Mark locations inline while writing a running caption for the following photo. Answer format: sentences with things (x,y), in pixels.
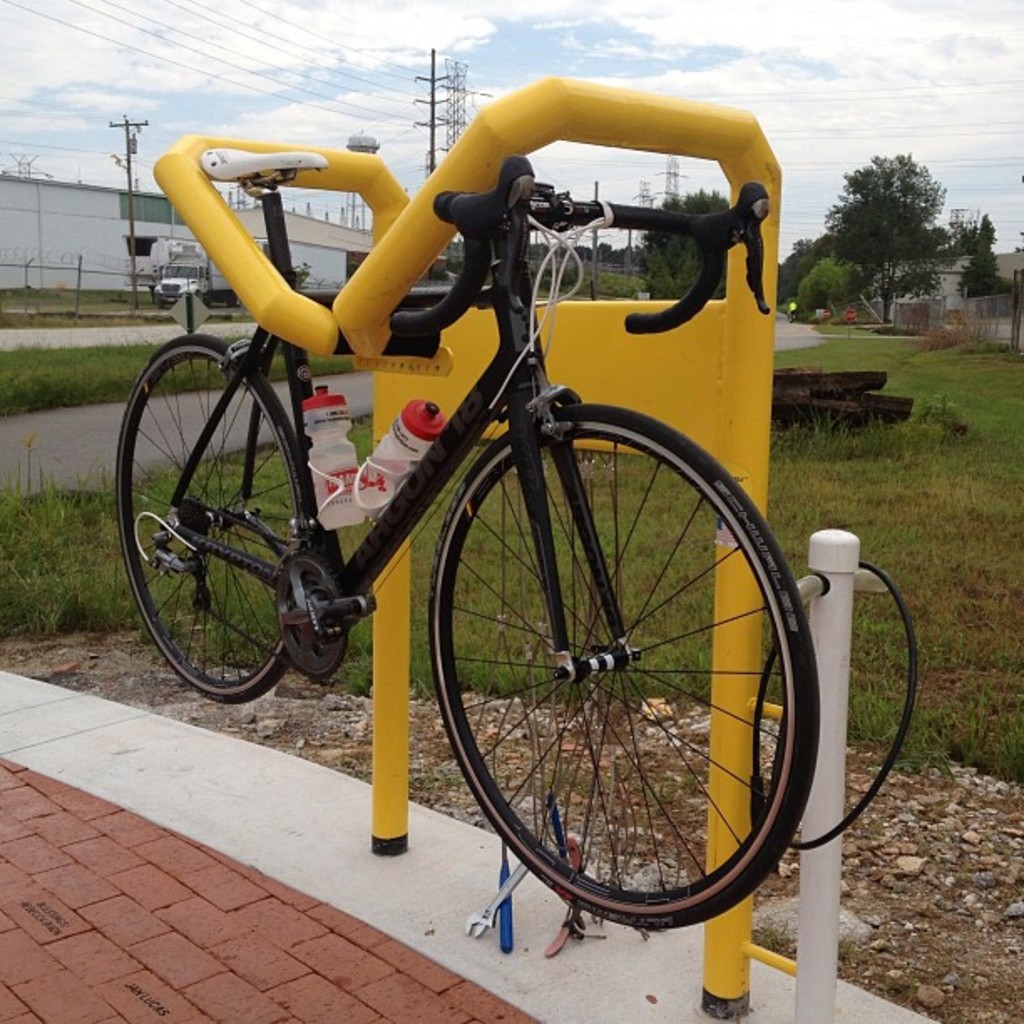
In this image there is the sky (526,32) towards the top of the image (575,31), there are clouds (725,43) in the sky (704,47), there are towers (672,190), there are poles (440,78), there are wires (91,33), there is a building (92,228) towards the left of the image (110,221), there is a fence (96,293) towards the left of the image (40,286), there are trees (893,239) towards the right of the image (880,211), there is grass (954,367) towards the right of the image (982,470), there is ground (613,950) towards the bottom of the image (348,971), there are objects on the ground (445,824), there is a bicycle (586,535), there are water bottles (413,449), there are stones (855,803), there is road (217,389) towards the left of the image (99,436).
